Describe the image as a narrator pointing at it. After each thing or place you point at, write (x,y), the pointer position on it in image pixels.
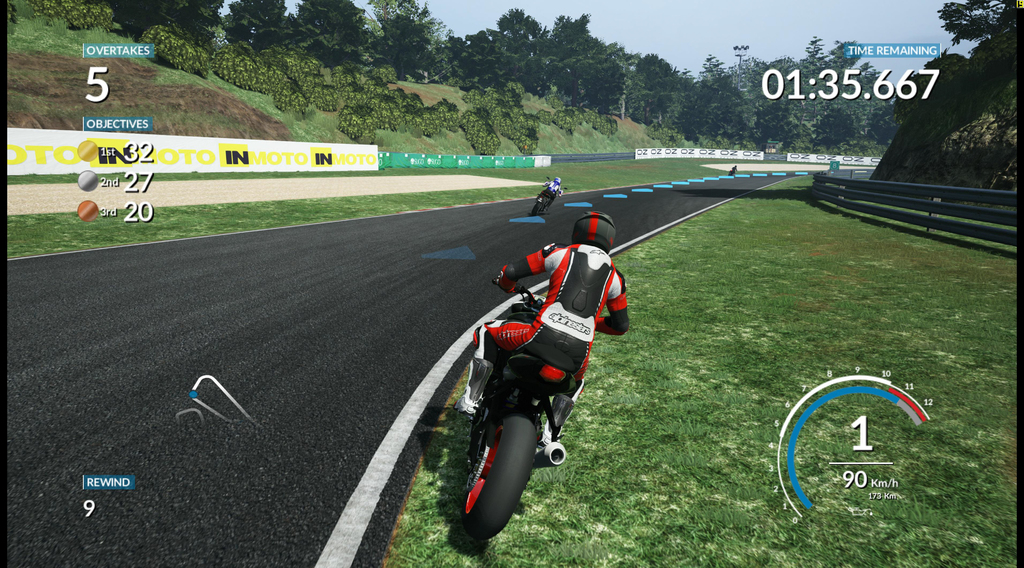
This picture describes about animation game, in this we can find few bikes (550,183), persons (550,183), grass (821,226), fence (829,188), hoardings (535,157) and trees (504,128).
